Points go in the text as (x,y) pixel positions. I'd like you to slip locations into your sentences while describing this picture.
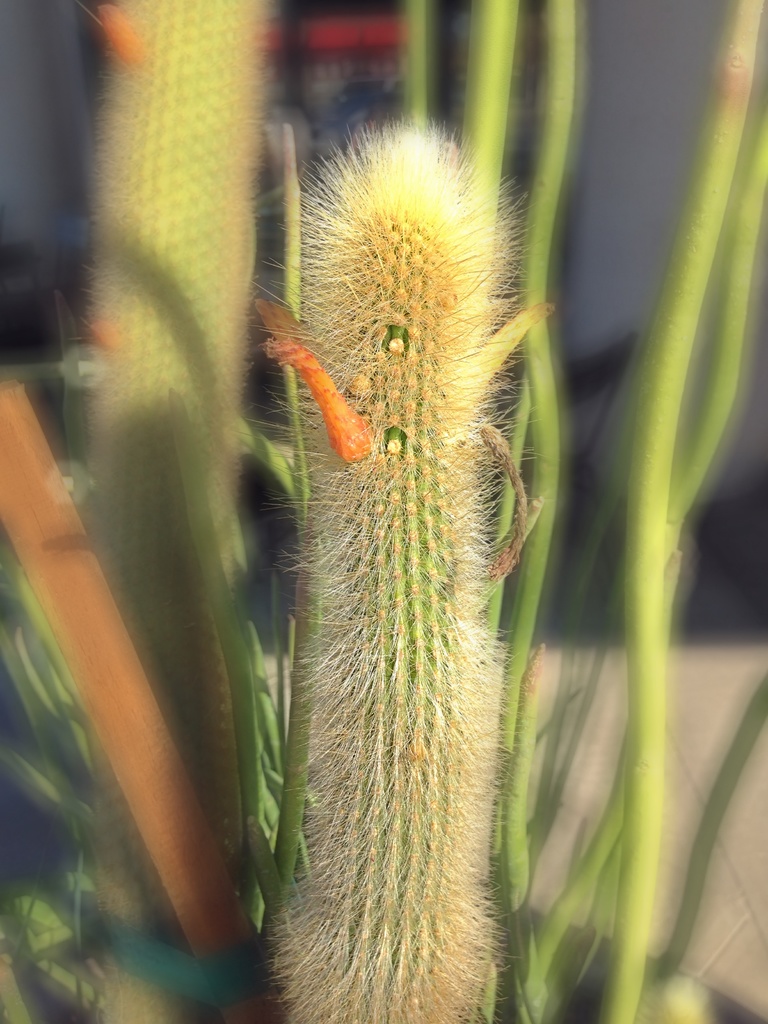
In this image I can see a plant (426,877) which is in green, orange and cream color. Background (534,261) I can see few other plants (713,229) in green color.
